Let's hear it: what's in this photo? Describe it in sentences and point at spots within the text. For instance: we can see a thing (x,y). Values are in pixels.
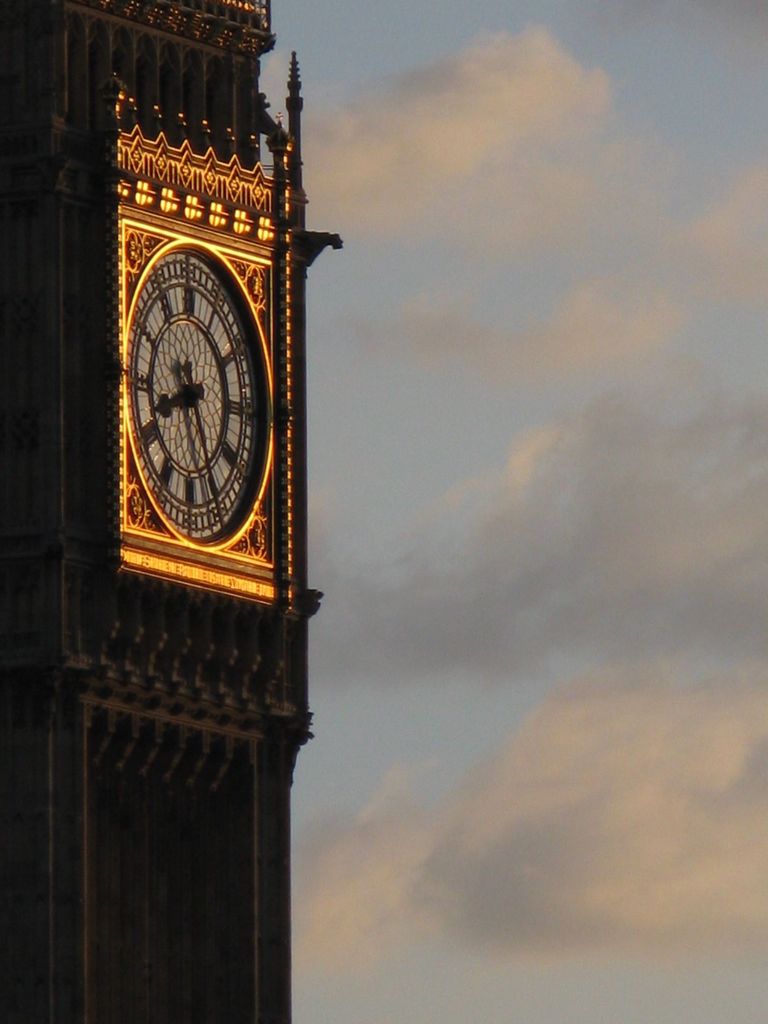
In the center of the image (454,346) we can see the sky (503,364), clouds (478,498), one clock tower (218,580) and a few other objects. And we can see some art work (159,639) on the tower (135,588).
